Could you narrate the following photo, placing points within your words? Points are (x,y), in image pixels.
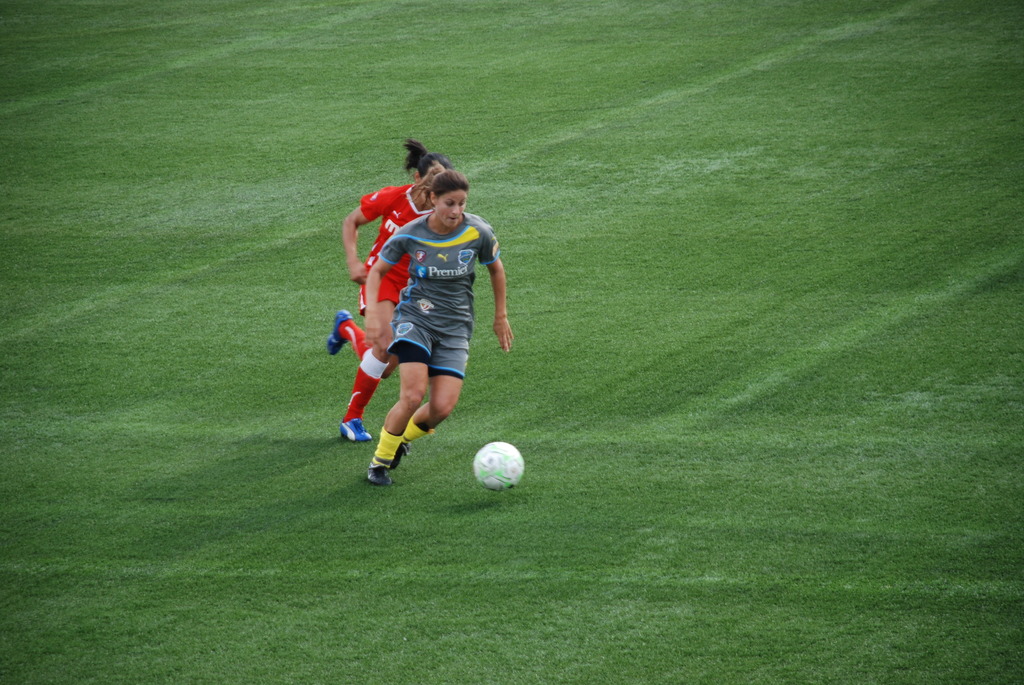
In this image we can see women (400,195) and ball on the ground (525,440).
